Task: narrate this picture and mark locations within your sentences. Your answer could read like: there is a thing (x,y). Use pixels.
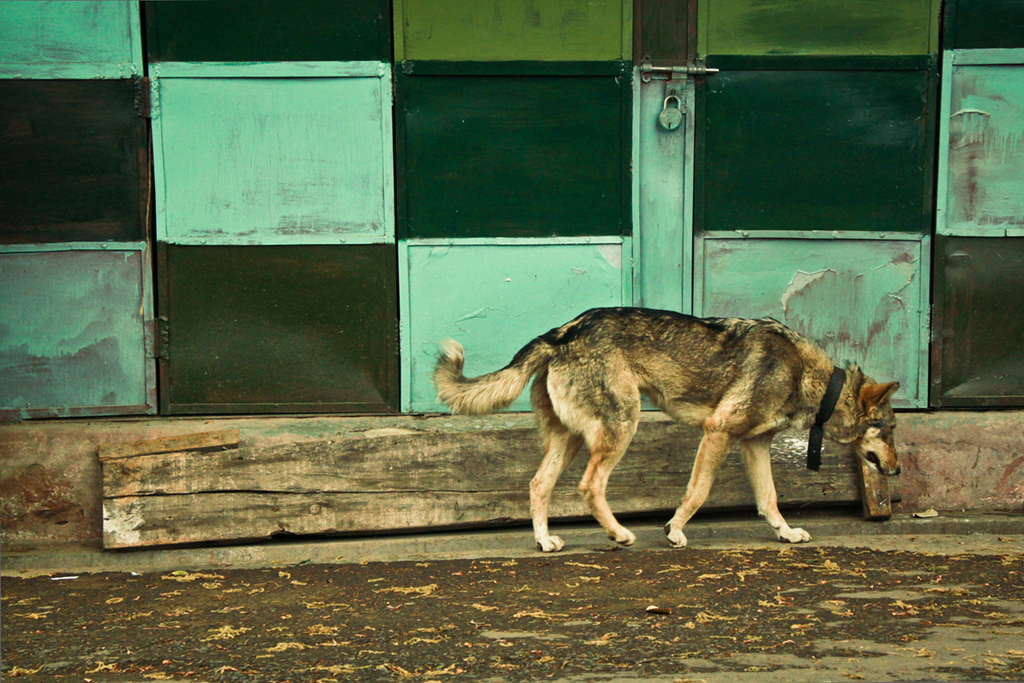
In this image, at the right side (685,369) there is a dog (558,411) walking, at the background (234,205) there is a green and blue color door (621,203), on that door (459,128) there is a lock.
